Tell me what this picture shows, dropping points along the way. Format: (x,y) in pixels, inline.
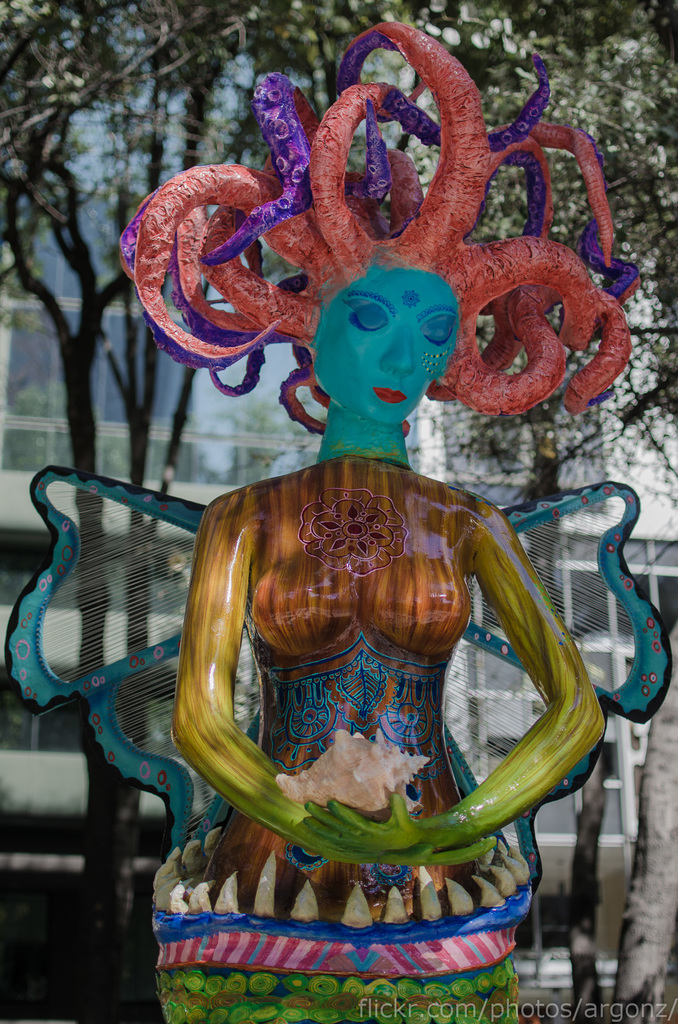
In this image there is a colorful statue (378,645) of a woman (370,331) holding a shell (322,775). In the background (626,398) there are buildings (53,327), trees (674,405).
